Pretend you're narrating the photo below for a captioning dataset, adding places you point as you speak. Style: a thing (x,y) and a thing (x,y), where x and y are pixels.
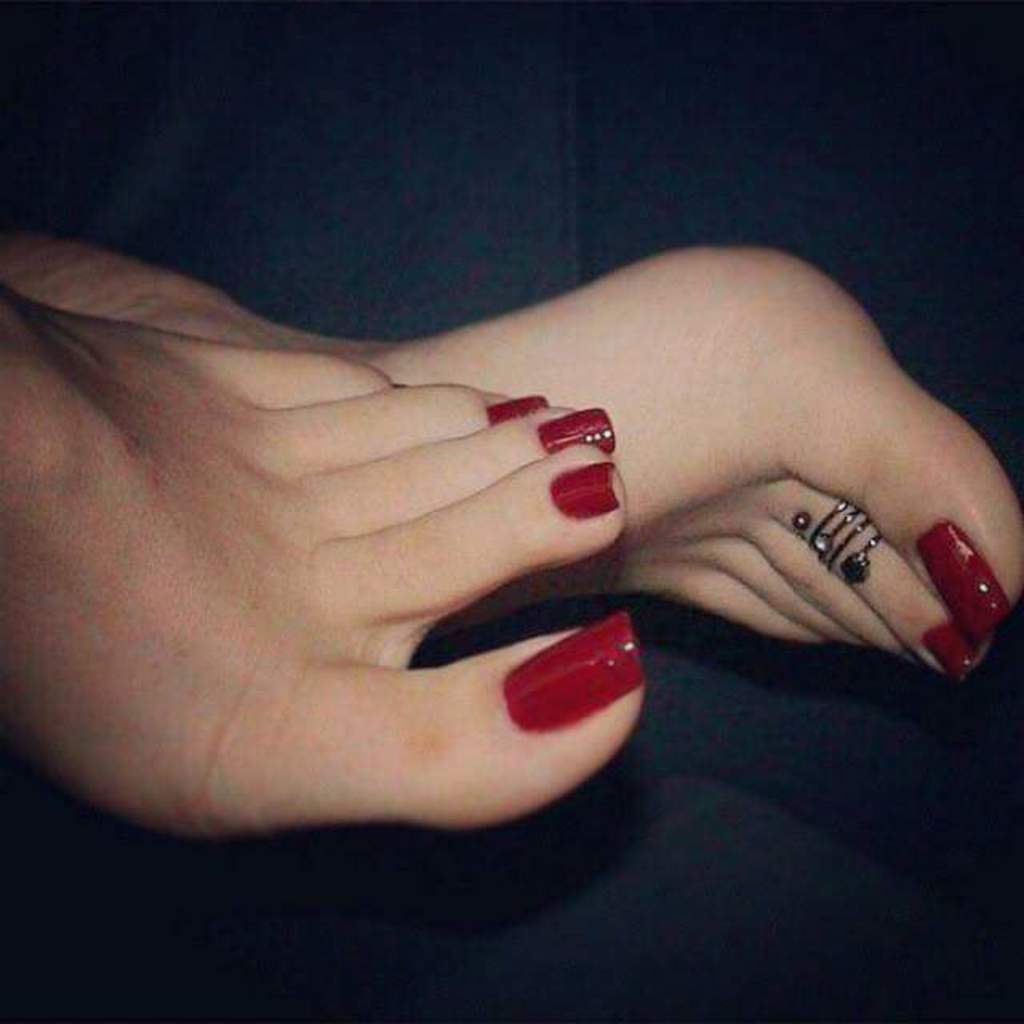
In this image we can see a person's legs (275,402) and we can see a toe ring (828,531) to one of the finger (880,583).
